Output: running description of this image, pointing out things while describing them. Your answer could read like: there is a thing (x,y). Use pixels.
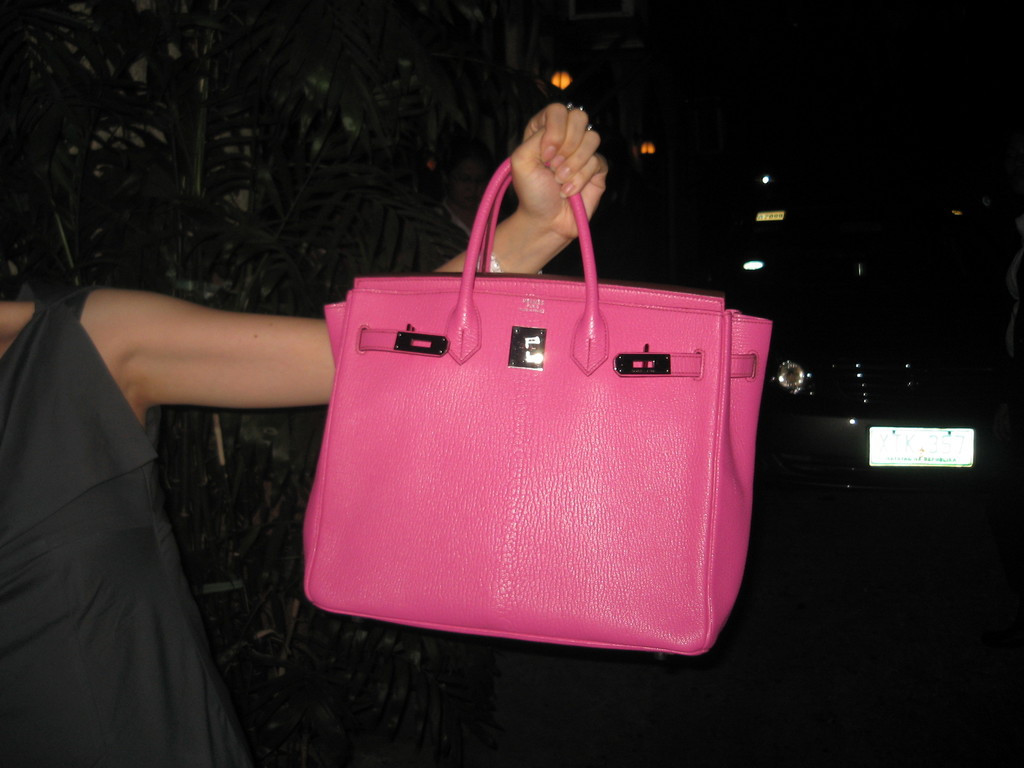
This pink color handbag (514,352) is highlighted in this picture. This woman (196,643) is holding this pink color handbag (451,463). These are plants (354,128). Beside this plants (384,201) a woman (464,172) is standing. A vehicle (833,327).
